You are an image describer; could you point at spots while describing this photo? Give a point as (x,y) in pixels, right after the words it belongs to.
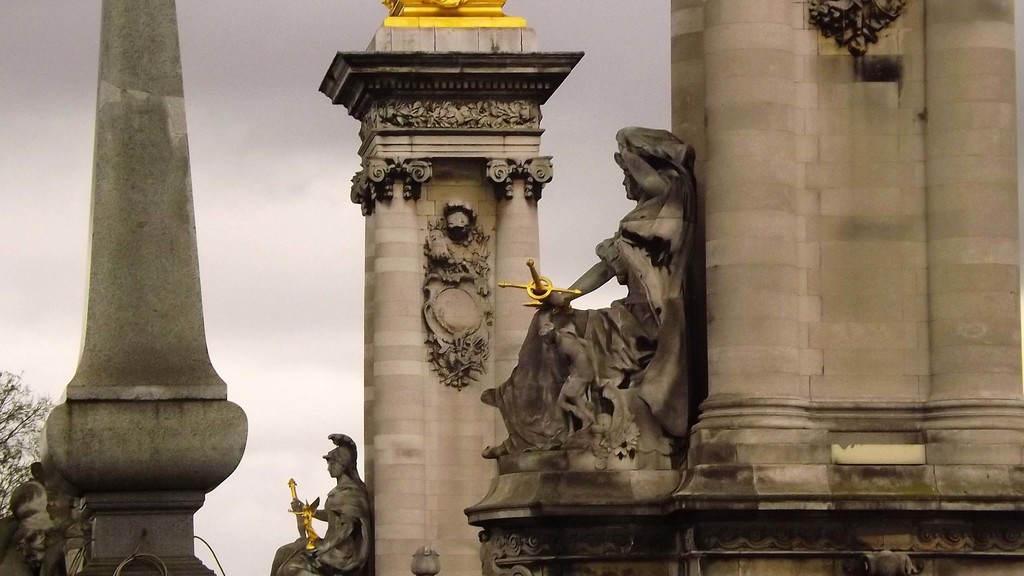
In this picture we can see few sculptures (352,506) and pillars (498,270). There is a tree (24,423) on the left side (27,421).
